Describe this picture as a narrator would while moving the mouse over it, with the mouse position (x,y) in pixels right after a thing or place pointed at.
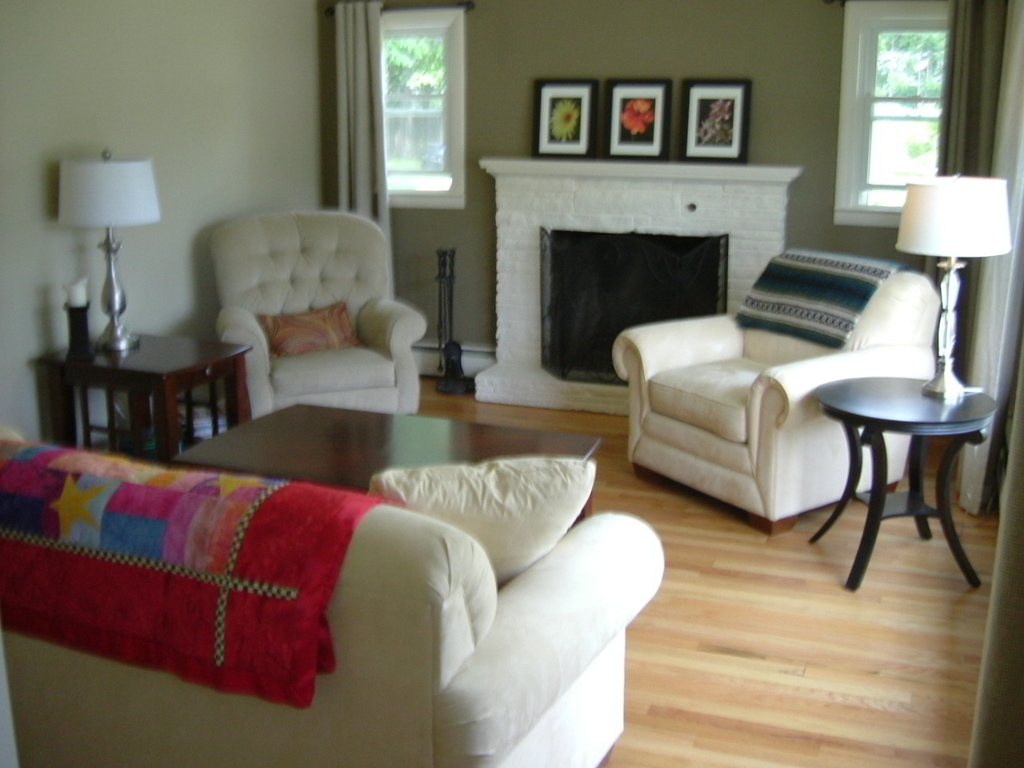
In this image I can see the wooden floor (805,655), few couches (573,628) which are cream in color, a table (356,458), few lamps (984,239), a fire place (575,254), the wall (276,88), few curtains (377,142), few photo frames (636,105) and two windows (447,79). Through the windows (452,94) I can see few trees (932,91).
